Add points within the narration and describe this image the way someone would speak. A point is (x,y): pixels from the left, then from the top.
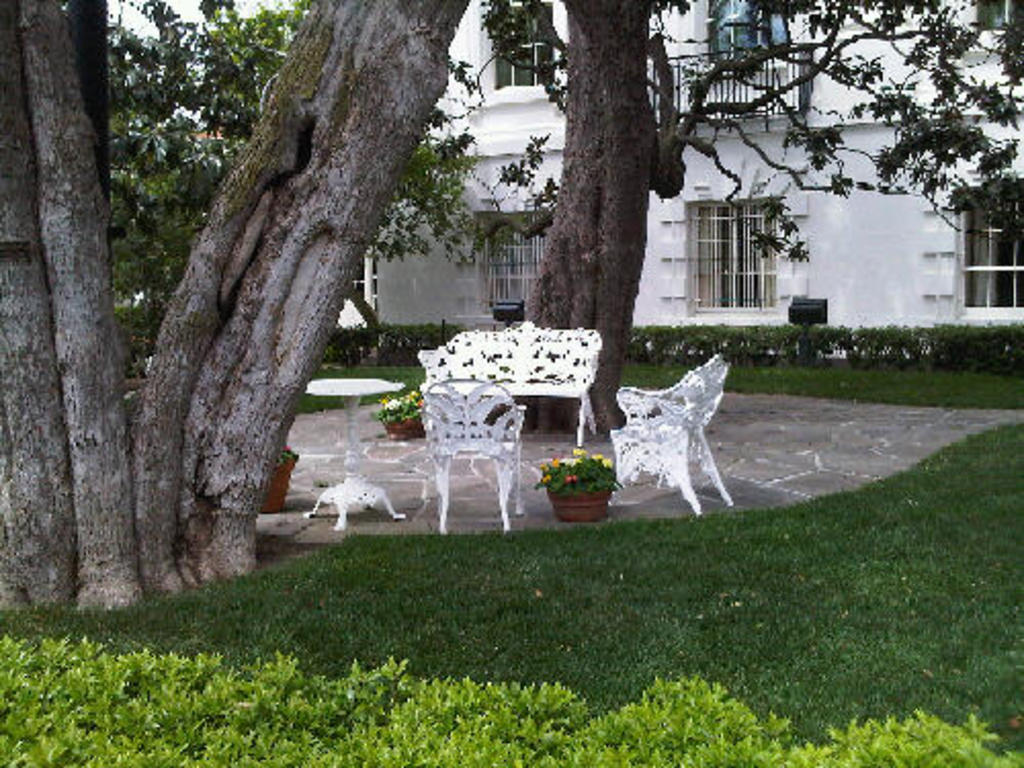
In this image I can see grass ground (710,533), few white colour chairs (510,434), a table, a bench (456,367), number of plants (588,496), few trees (611,99), a white colour building (459,51) and number of windows (1000,17).
